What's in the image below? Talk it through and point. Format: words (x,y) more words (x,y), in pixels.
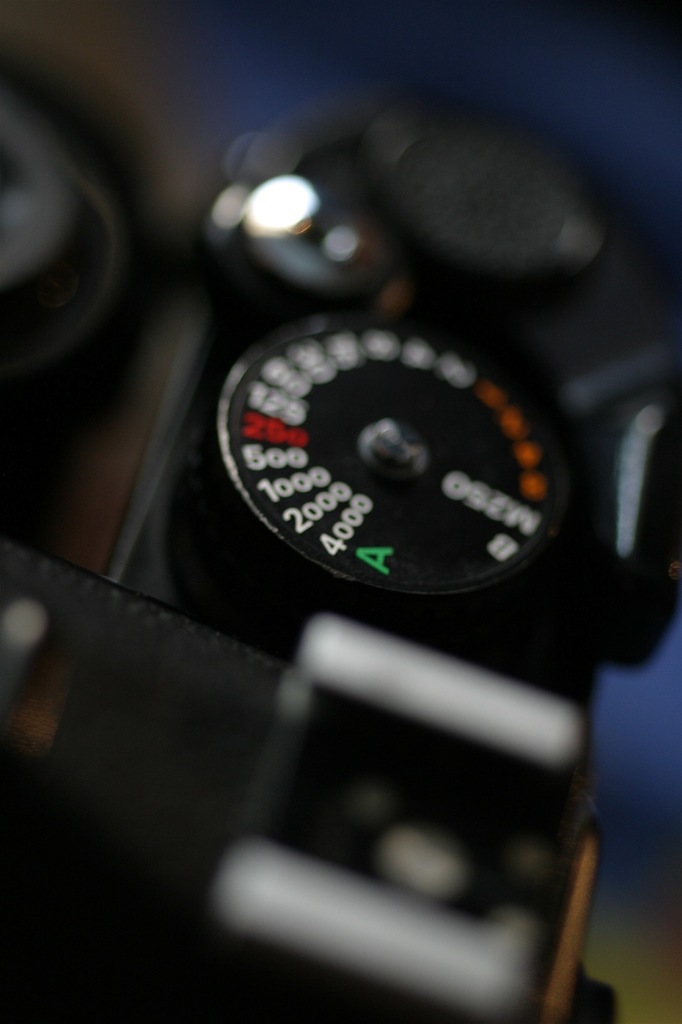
In this image I can see a black colored object (335,452) on which I can see few words (340,486) with white, red, orange and green color. I can see the blurry background (619,855).
